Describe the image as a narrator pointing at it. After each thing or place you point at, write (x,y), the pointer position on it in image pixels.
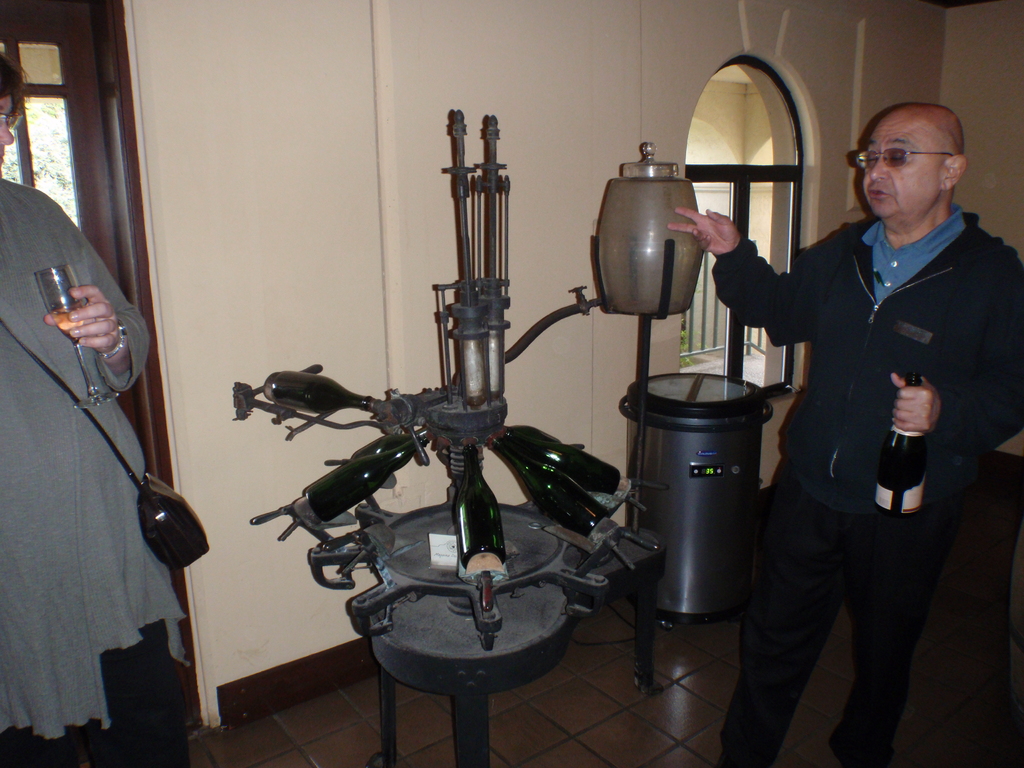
In the foreground of this image (930,633), on the right (872,453), there is a man (848,582) standing and holding a bottle (891,457) in his hand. On the left (49,509), there is a woman (6,467) standing and holding a glass (58,282). In the middle (463,312), there is a bottle filling machine (487,675). In the background (377,178), there is a wall (809,144), door (59,134) and a window (749,138).
